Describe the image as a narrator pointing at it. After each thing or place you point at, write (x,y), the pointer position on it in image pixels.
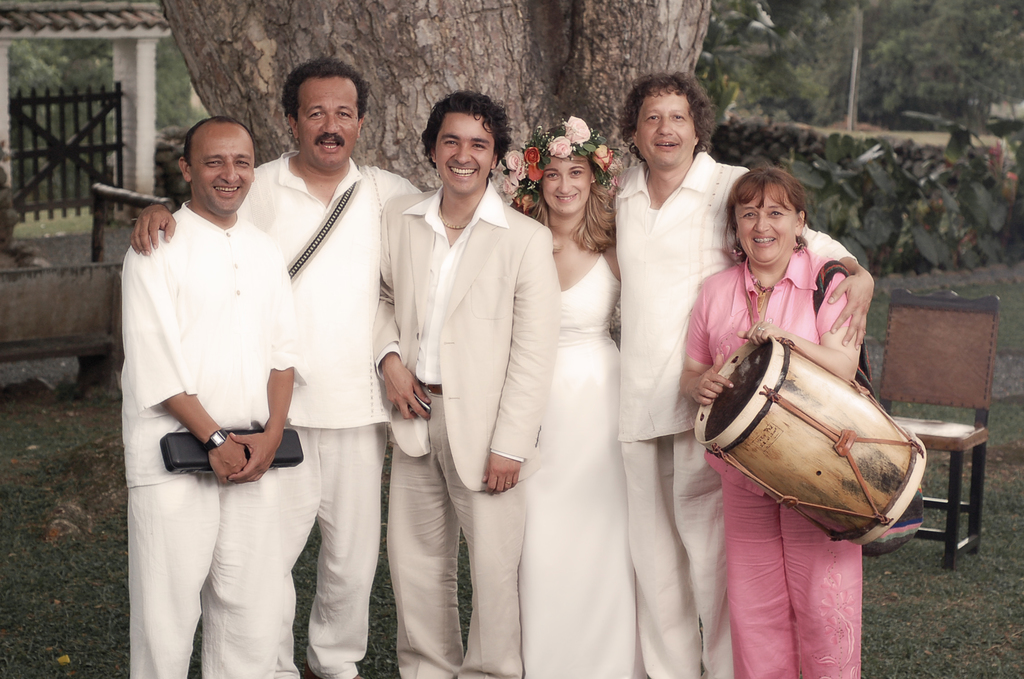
There are four men (482,298) and two women (603,270) standing and smiling. Women (764,583) at the right side of the image (830,451) is holding a drum (806,420) and women (596,307) at the middle (581,253) is wearing a beautiful flower crown (555,154). At background (423,52) I can see a big tree trunk (477,37). This is a gate (81,126) which is black in color, and these are small plants (903,199) and trees (934,89). This is a chair (912,369).
